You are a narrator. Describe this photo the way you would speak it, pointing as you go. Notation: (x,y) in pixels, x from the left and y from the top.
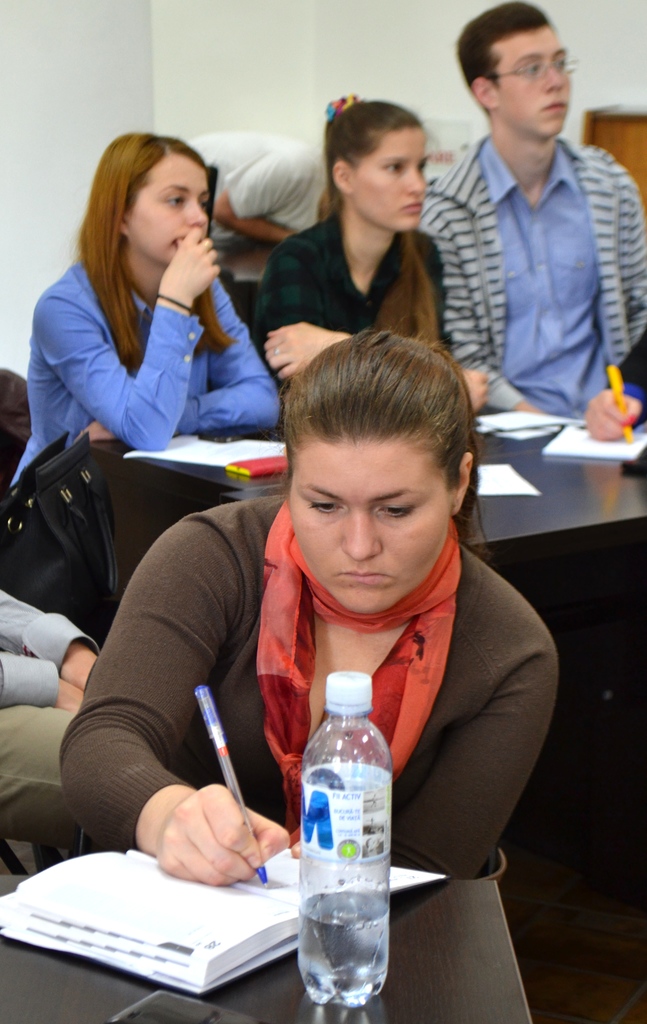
In this image there are group of persons (385,240) sitting at the foreground of the image (463,656) there is a woman (423,382) who is writing in the book (274,867) and there is a water bottle (312,768) in front of her and at the back side of the image (271,240) there is a person (279,215) who is bending down and at the left side of the image (187,341) there is a lady person (97,365) beside a handbag (58,524).
